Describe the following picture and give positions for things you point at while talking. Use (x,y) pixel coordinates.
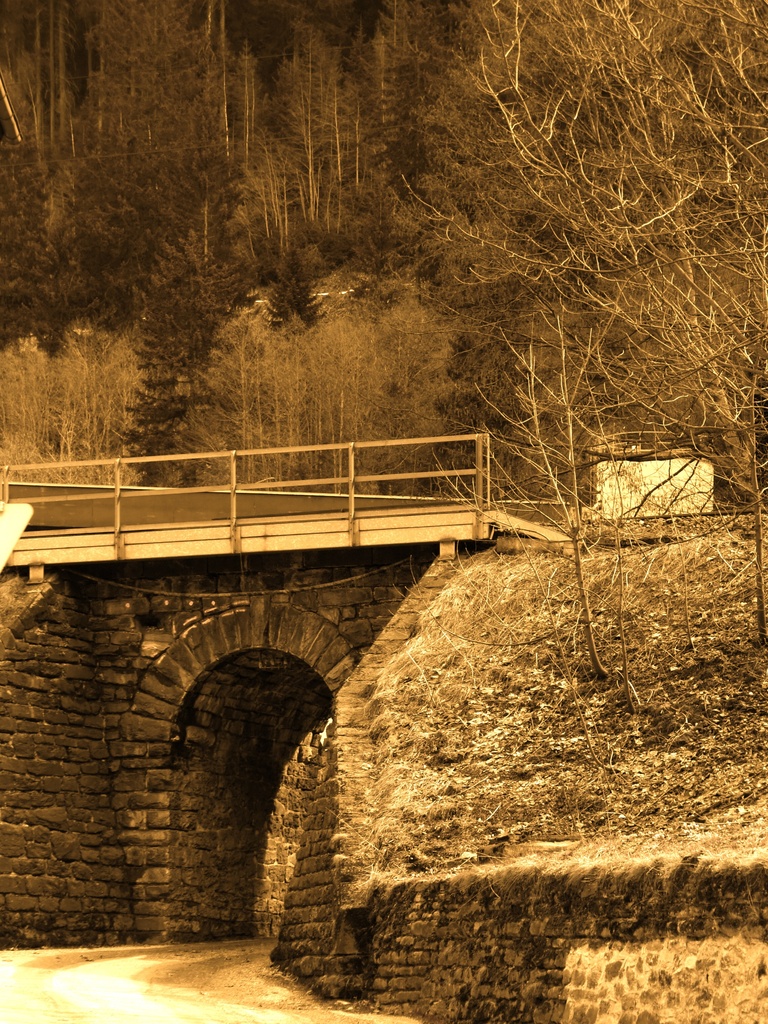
In this image in the background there is a wall (153,647) and on the top of the wall (285,570) there is a bridge (315,503) and behind the bridge (350,475) there are trees (399,310) and in the front (552,785) there's grass (574,733) on the ground (565,719) and there is a dry tree (584,601).
